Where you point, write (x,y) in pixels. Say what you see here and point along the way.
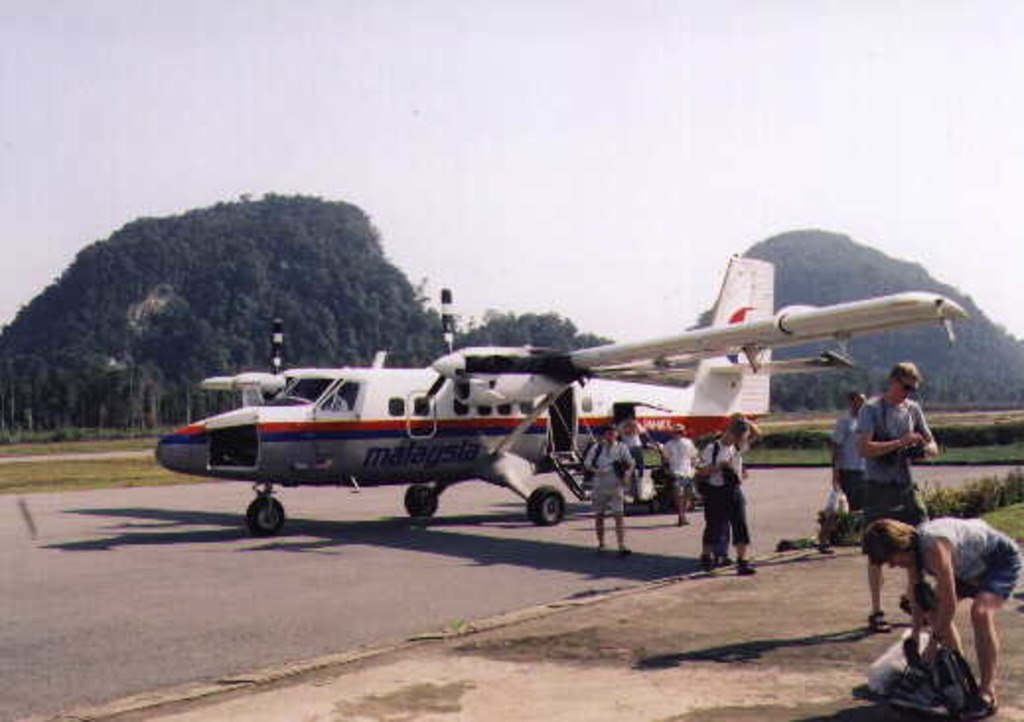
In this image we can see an airplane (418,488) on the ground (388,507), there are some people (718,503), among them some people (670,453) holding the objects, there are some poles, lights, trees (791,393), grass (976,452) and plants (958,429), in the background (536,81) we can see the sky (536,97).
